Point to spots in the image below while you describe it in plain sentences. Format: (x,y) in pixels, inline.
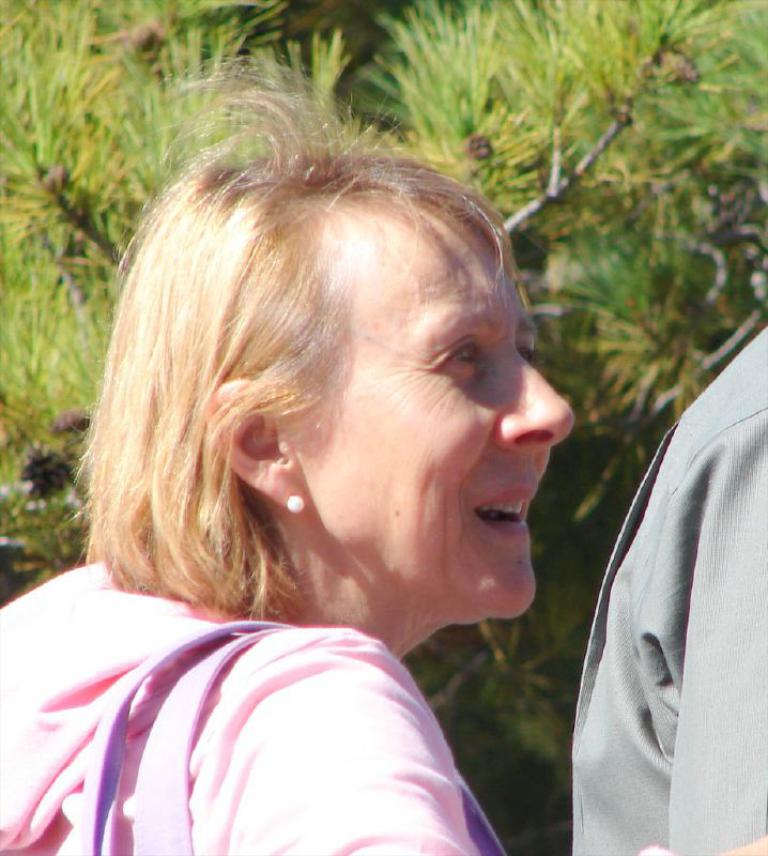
In this picture I can see a woman (308,525) and another human (640,551) on the right side (650,724) and I can see tree (459,139) in the back (334,78).
